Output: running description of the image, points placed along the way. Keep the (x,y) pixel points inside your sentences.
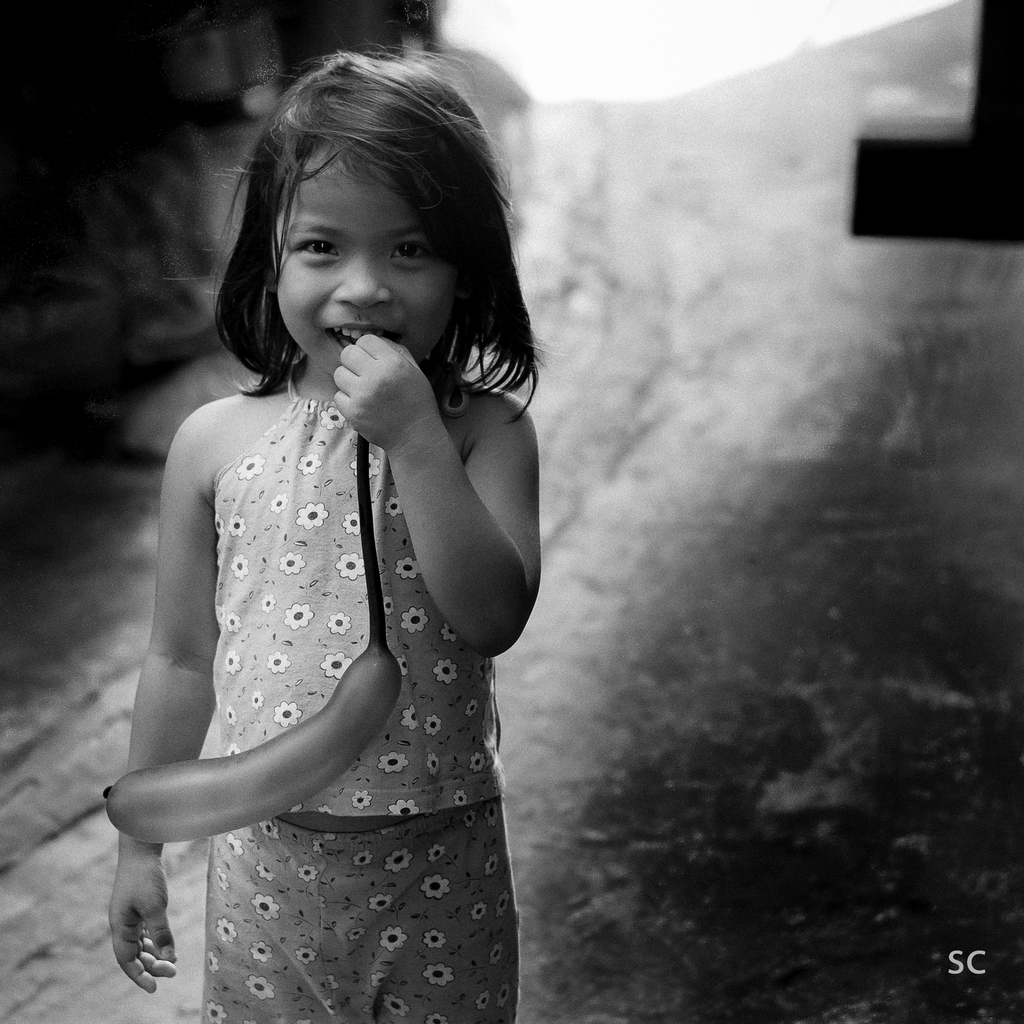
It is the black and white image in which there is a girl (353,571) who is standing on the floor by keeping the balloon (355,705) in her mouth (395,331).
